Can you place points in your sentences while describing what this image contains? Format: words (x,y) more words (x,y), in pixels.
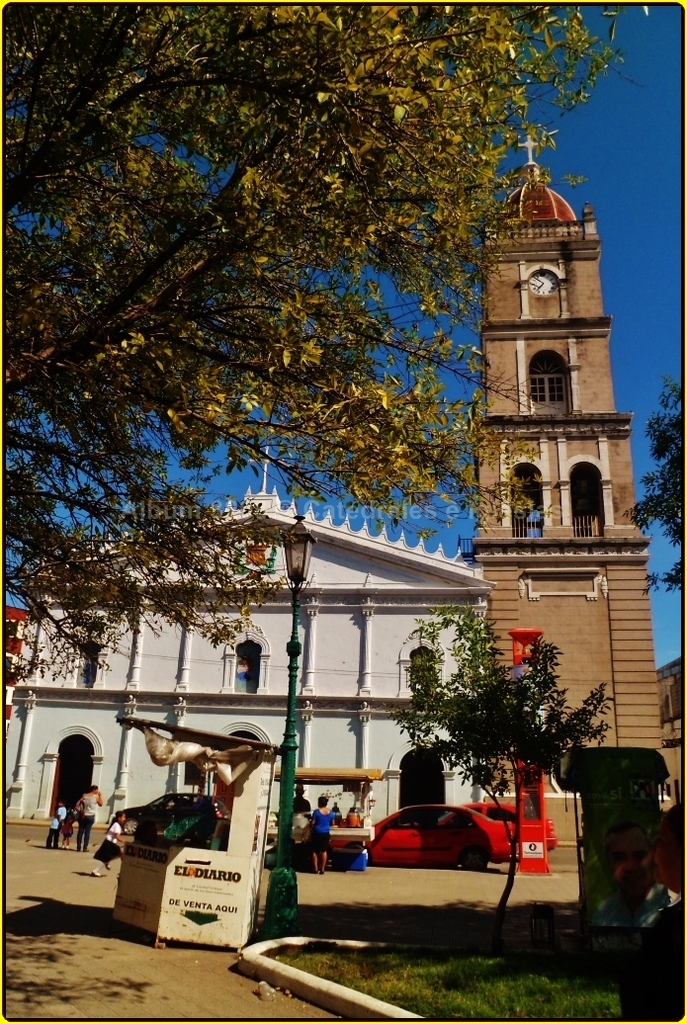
In this image we can see a building (430,613) with windows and a tower (553,516) with a clock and a cross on it. We can also see some cars (496,831) and a group of people (316,861) on the ground (458,916). On the backside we can see some trees (412,717) and the sky (157,441) which looks clear.
